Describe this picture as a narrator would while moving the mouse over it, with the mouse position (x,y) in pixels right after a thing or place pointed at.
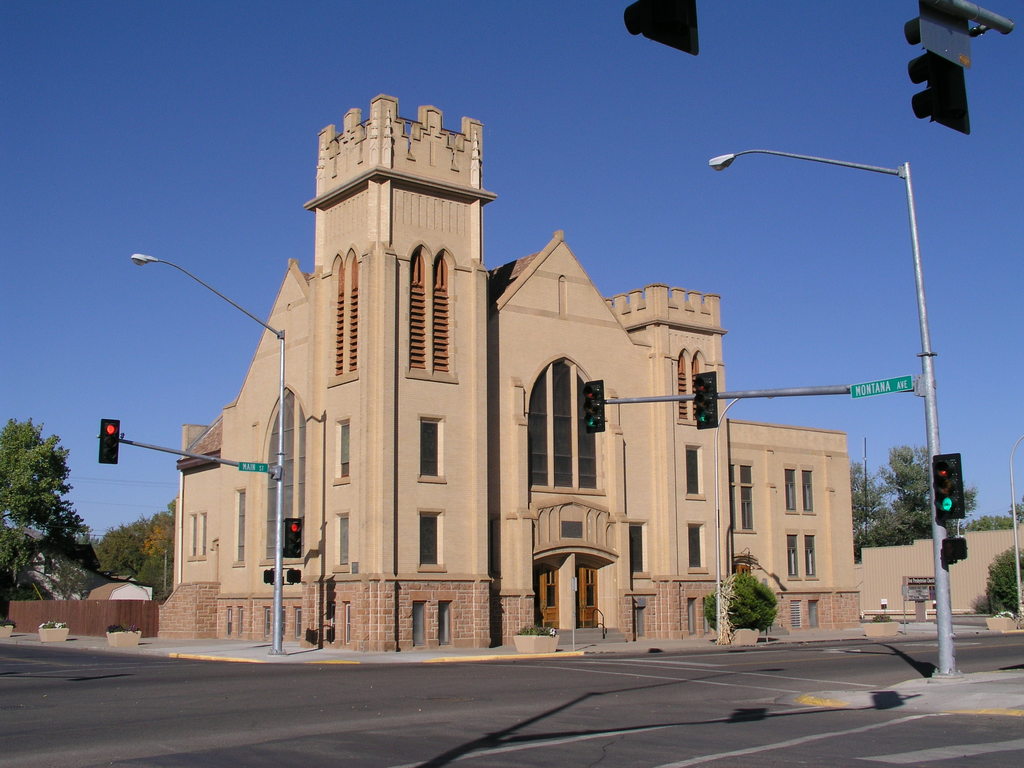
At the bottom of this image (247,705) there is a road (489,713). On both sides of the road (128,693) I can see traffic signal poles (932,381) and street lights (732,160). In the background (661,584) there is a building (419,507) and I can see the trees (31,473). On the top of the image (140,146) I can see the sky (220,62) in blue color.
